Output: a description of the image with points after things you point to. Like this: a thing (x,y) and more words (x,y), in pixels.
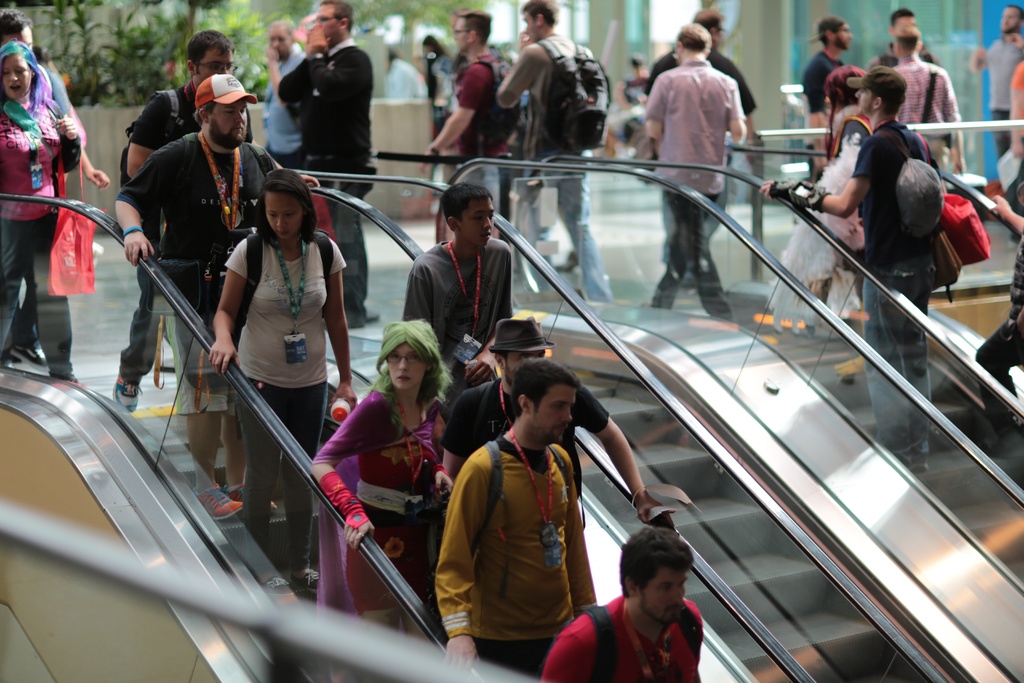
In this picture I see the escalators (749,263) on which there are number of people (461,238) who are standing and in the background (29,242) I see the path (423,237), on which there are few more people (711,27) and on the top left of this image (167,33) I see the plants (199,29) and I see that it is blurred in the background (480,124).
